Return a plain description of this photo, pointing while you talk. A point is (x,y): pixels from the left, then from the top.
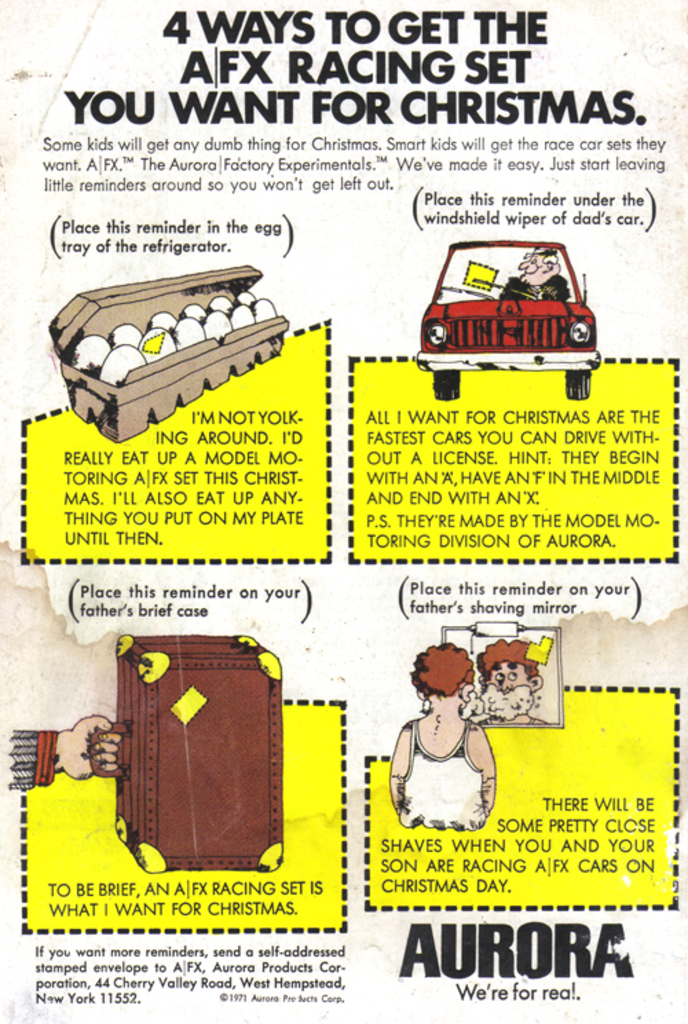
This is a poster, here we can see a vehicle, person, some objects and some text (378,545) on it.
